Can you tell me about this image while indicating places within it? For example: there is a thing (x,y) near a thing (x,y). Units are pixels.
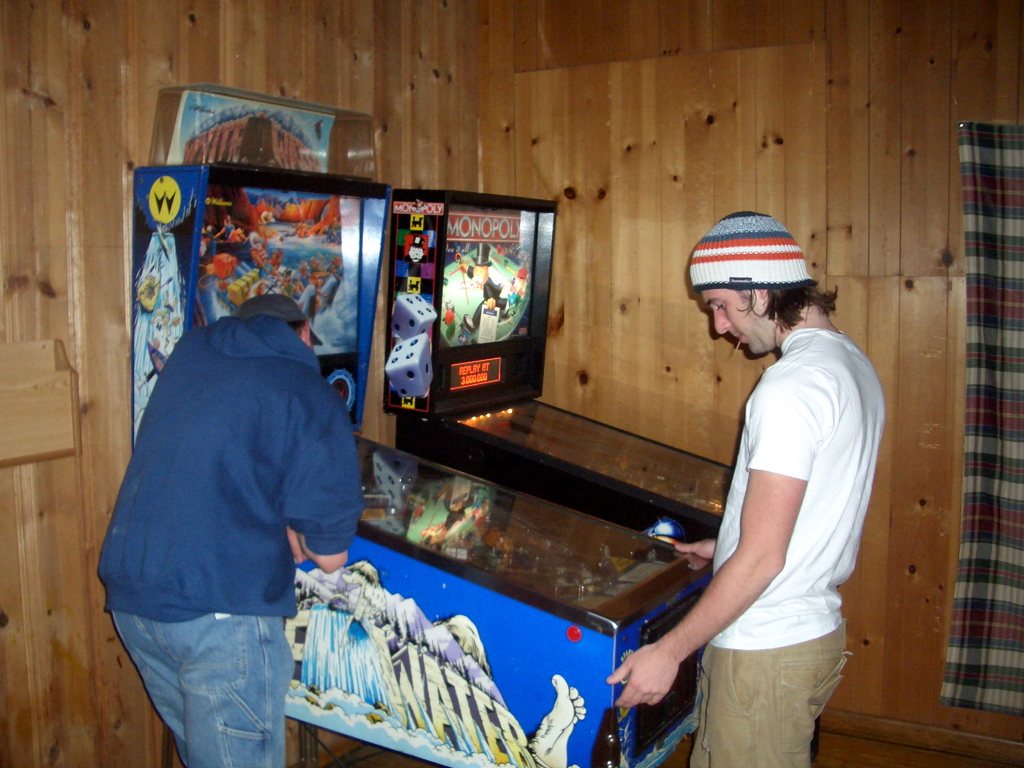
In this image we can see two people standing near the pinball machines (486,544). On the backside (619,249) we can see a curtain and a wooden wall (655,233).
